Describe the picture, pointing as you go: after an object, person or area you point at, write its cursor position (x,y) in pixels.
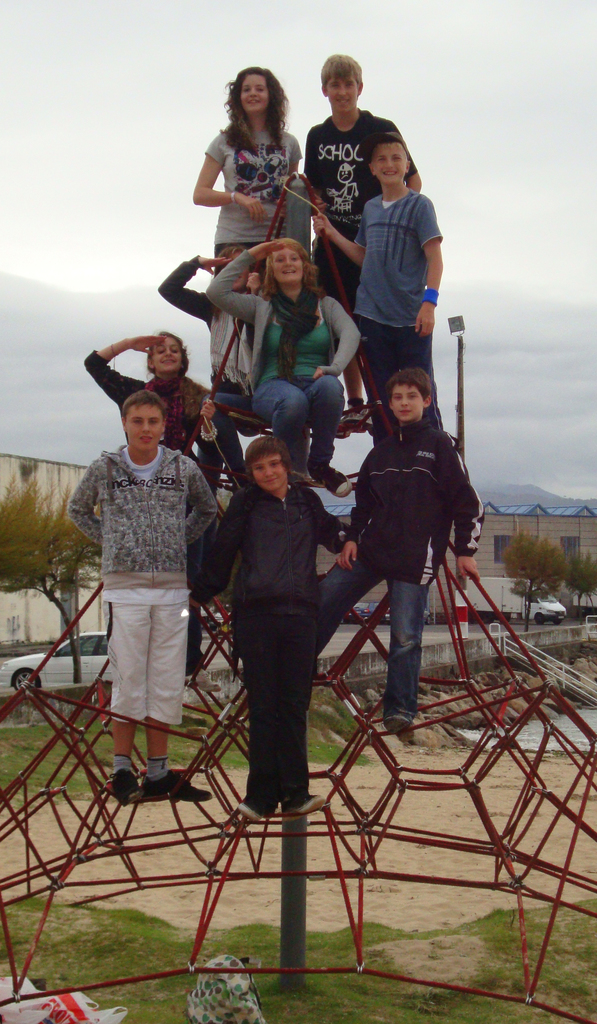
In this image, we can see a group of people (284,601) are on the rods (589,777). Few are watching and smiling. At the bottom (228,990), we can see grass (380,1014), few objects (204,1007). Here there is a pole (301,896). Background (560,680) we can see trees (537,559), vehicles (32,670), houses (581,537), stones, poles (463,632) and sky (593,458).
